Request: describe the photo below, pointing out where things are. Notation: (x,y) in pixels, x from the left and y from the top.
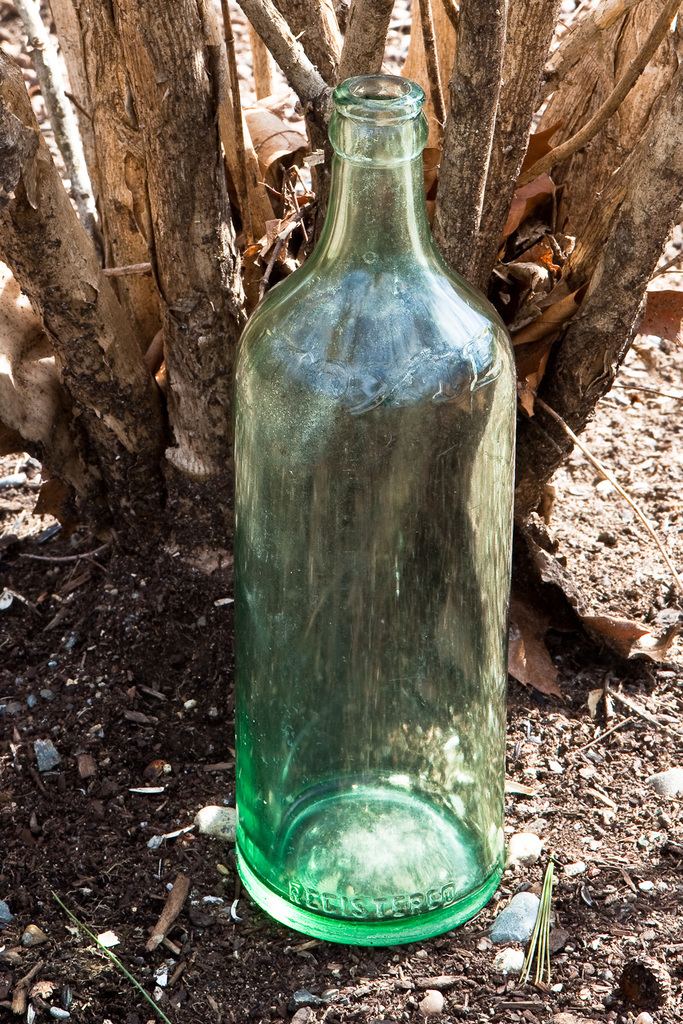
Here we can see a glass bottle (399,143) placed on ground (363,951) and behind that we can see a tree (440,180).
